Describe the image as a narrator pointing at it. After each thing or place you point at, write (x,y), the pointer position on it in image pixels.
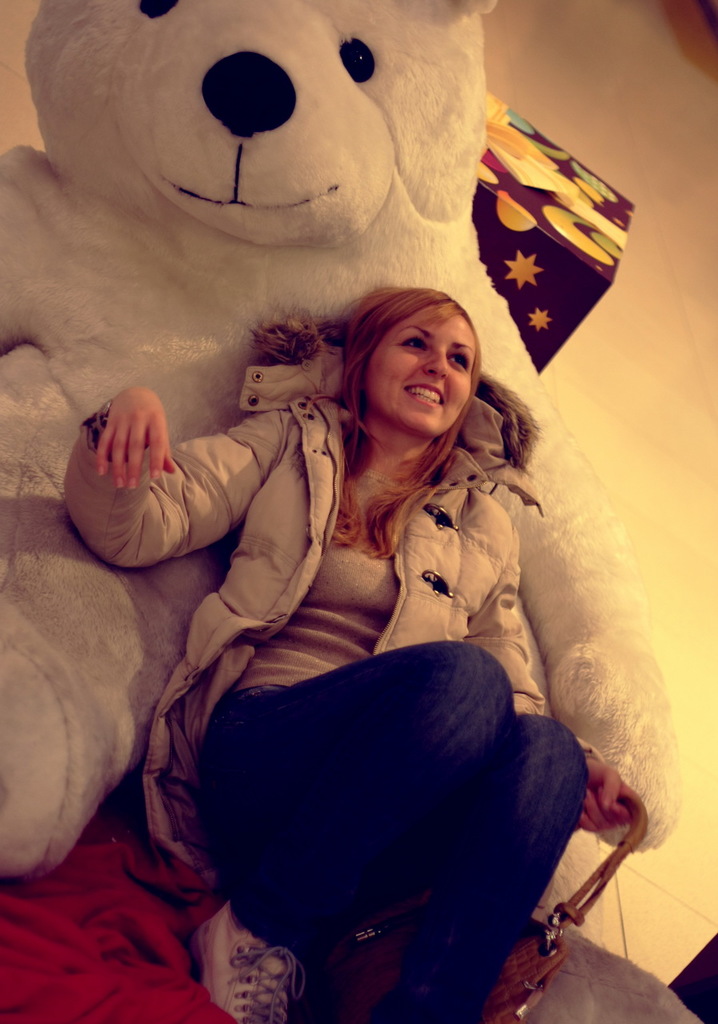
In the image there is a woman (561,764) sitting and holding a bag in the hand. Behind her there is a teddy bear (190,184) and she is leaning on the teddy bear (463,172). In the left corner of the image (105,902) there is a cloth (89,912). Behind the teddy bear (424,156) there is a box (510,279).
